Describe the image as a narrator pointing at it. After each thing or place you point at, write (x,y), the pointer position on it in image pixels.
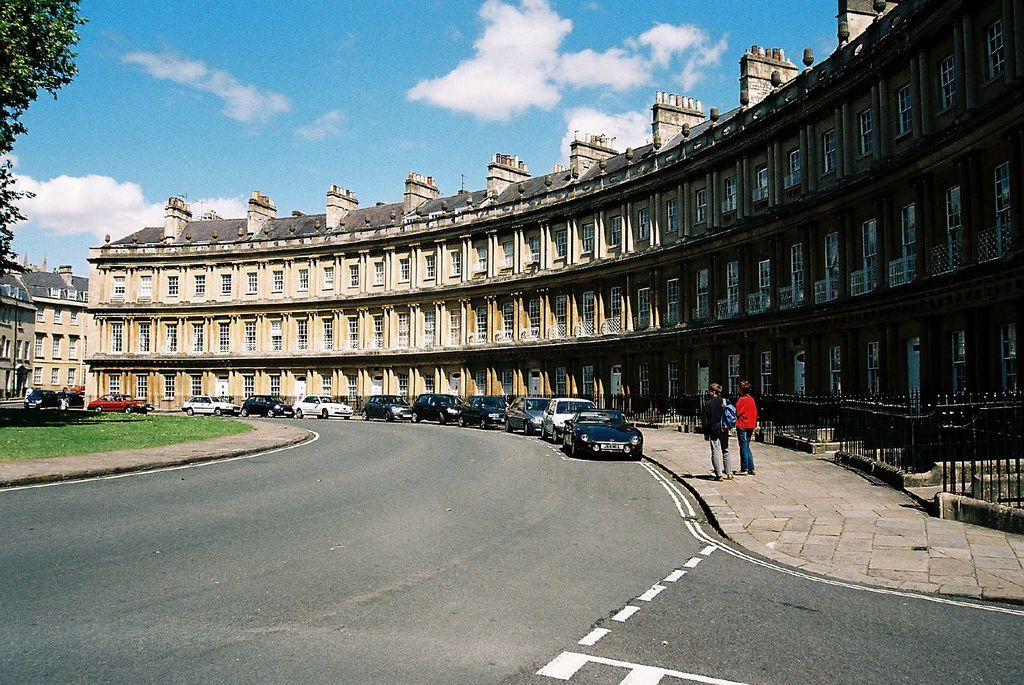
This image is clicked on the road (389,570). In the front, there are many cars (515,409) which are parked on the road (448,443) in a line. And we can see a big building (604,336) along with windows (1006,180). At the top (212,112), there are clouds (616,131) in the sky (425,117). On the left (1,140), there is a tree (45,29). At the bottom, there is grass (101,441).
